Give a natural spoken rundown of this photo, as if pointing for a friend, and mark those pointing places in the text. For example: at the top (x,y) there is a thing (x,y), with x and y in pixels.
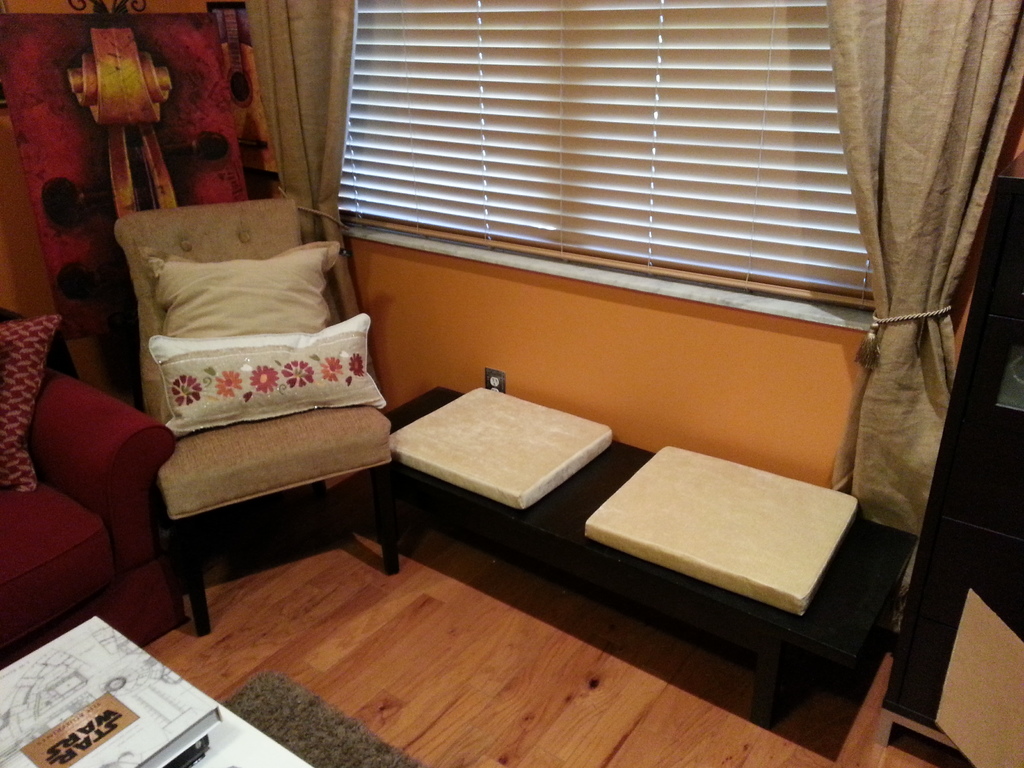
It is a room (773,454) where at the right corner (773,510) there is a table (860,645) behind that there is a wall (745,353) and shutters (802,167) with curtains (888,382) and at the left corner (129,550) there is a sofa (66,532) with pillows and a chair (153,226) with pillows (238,405) on it, behind that there is a painting (171,192) and in front of the chair (314,462) there is a carpet (299,726) and one table (211,748) and the books (165,728) on it.
